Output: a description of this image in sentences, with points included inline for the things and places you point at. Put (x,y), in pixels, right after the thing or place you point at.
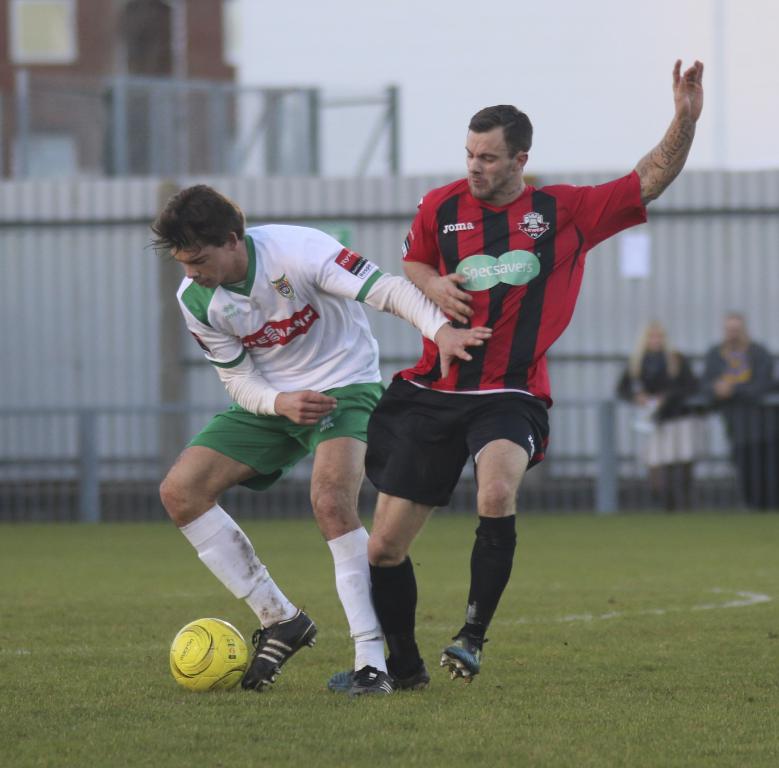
In this image I can see two persons (329,312) are playing football (226,671) and these two persons (269,646) are on the ground (601,629). At the backside of the image (724,391) there is a railing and there are two persons (676,407). I can also see the wall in the image.
